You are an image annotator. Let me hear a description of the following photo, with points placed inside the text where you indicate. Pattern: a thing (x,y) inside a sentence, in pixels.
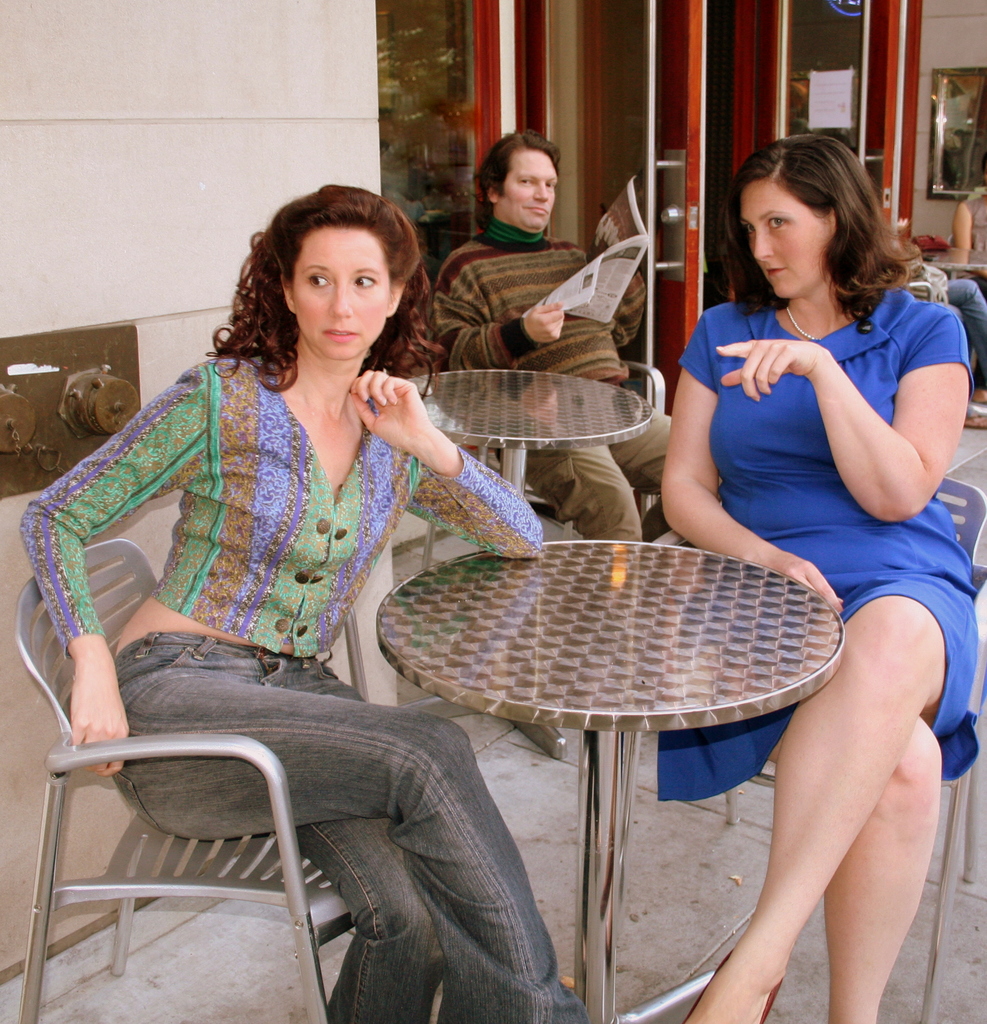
There are two ladies (296,493) sitting in chair (141,575) and there is a table (596,553) in front of them and there is another person (538,229) in the background (561,240) is sitting and holding news papers (596,261) in his hands (558,323).
